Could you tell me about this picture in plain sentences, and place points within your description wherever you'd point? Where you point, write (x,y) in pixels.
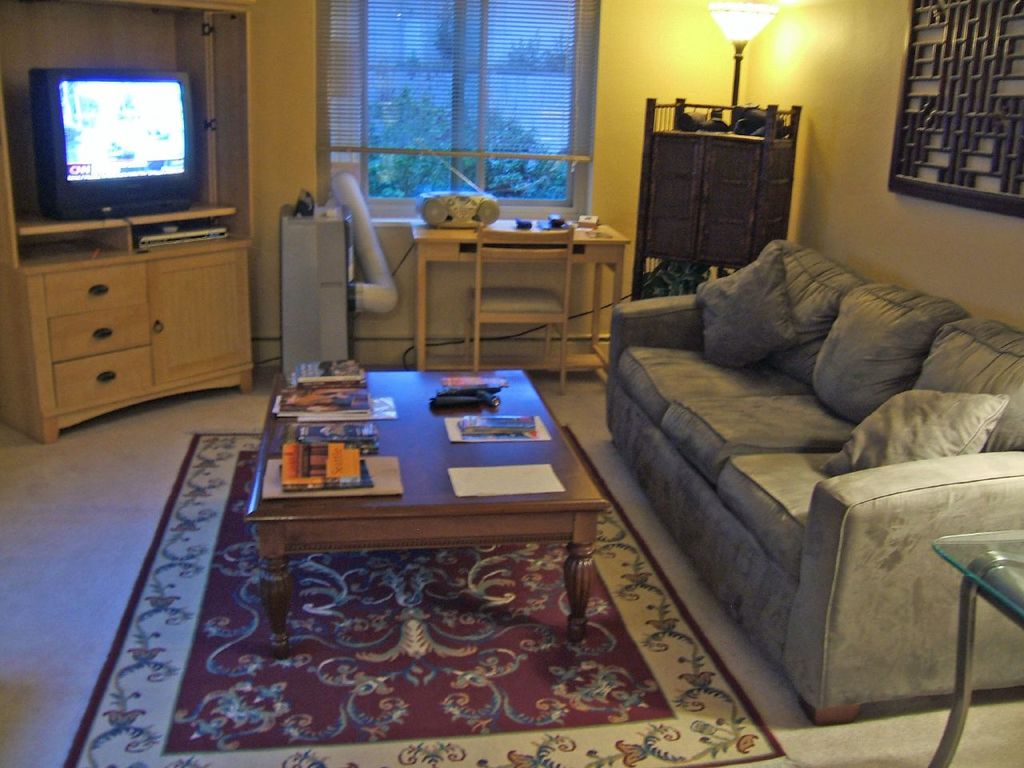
In this picture there is television (140,198), desk (148,265), tape recorder (492,212), few objects (549,221) on the table (615,257). There is a lamp (723,30). There is a table (362,502) and few items (482,469) on the table (517,453). There is a sofa (931,607), pillow (943,447), glass (989,550).
